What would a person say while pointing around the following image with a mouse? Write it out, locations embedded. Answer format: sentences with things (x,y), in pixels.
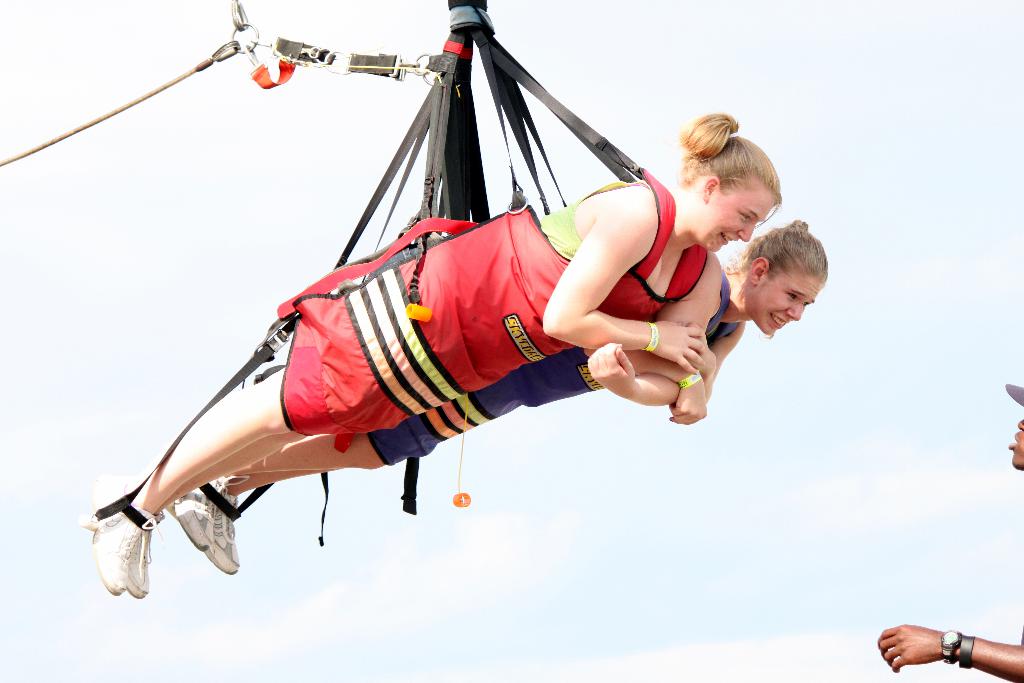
In this picture we can observe two women (463,277) hanging to the rope (474,150). Both of them are smiling. On the right side (919,654) we can observe another person (888,660). In the background (773,535) there is a sky (468,518).
